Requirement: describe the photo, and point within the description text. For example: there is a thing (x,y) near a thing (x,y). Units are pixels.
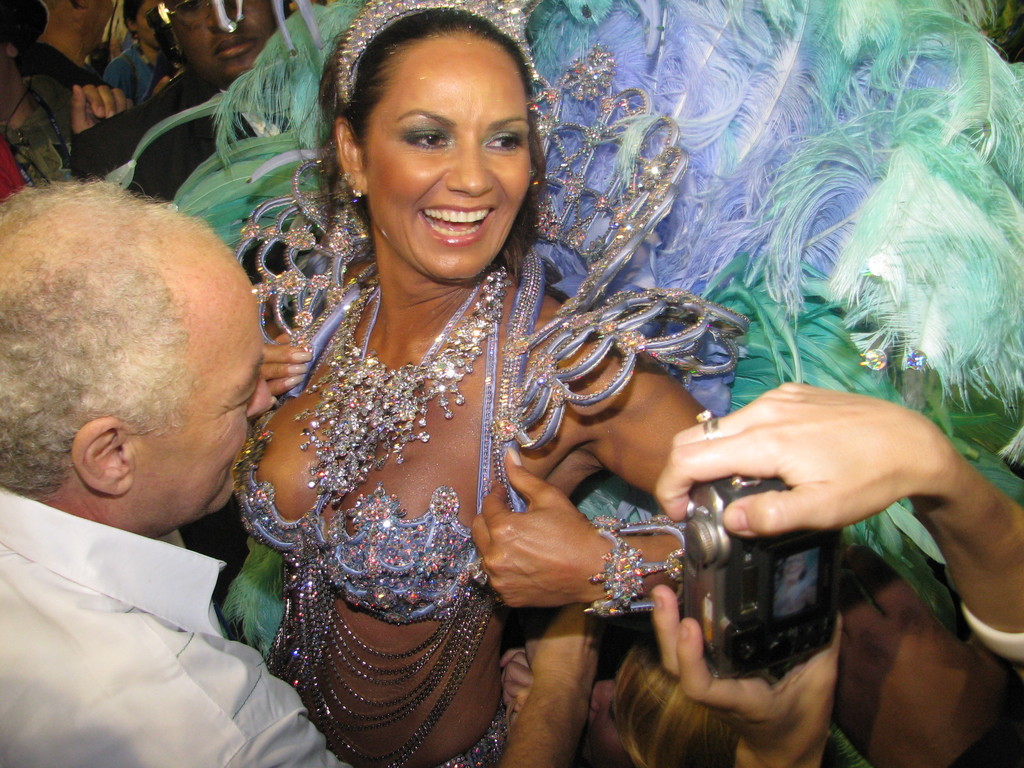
In the picture the woman (406,291) is wearing a different costume (490,424) with feathers (630,276) and jewelry (389,410) and a person (668,597) is clicking the photograph of the woman (679,578) and in front of the woman (417,557) a man (116,622) is standing.
